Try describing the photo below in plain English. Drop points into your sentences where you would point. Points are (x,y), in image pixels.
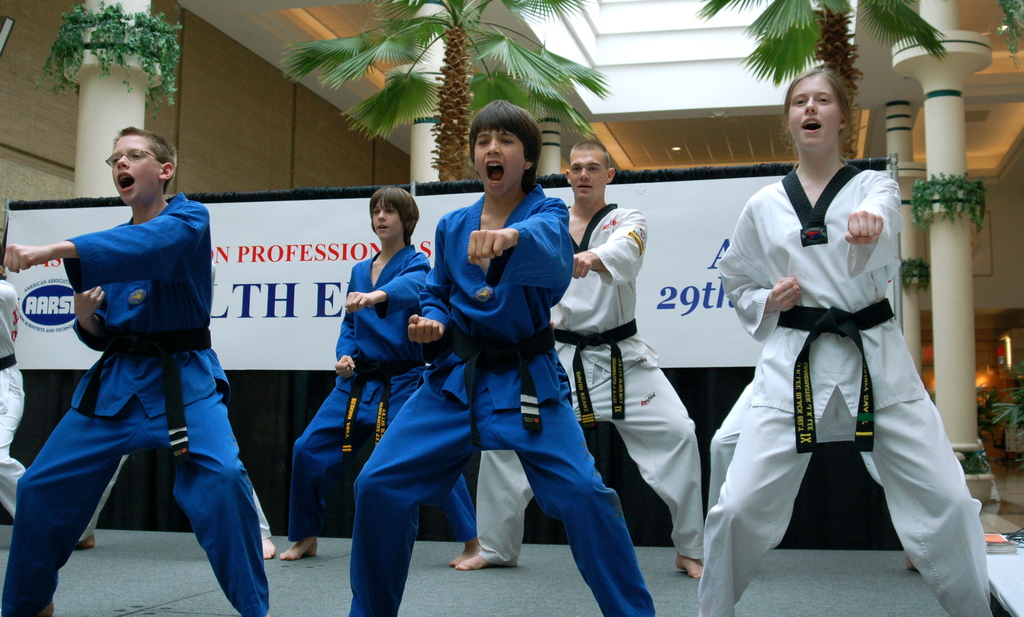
In this image we can see people (905,471) doing karate and we can also see trees (404,27), plants (122,47), lights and board (264,226) with some text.
